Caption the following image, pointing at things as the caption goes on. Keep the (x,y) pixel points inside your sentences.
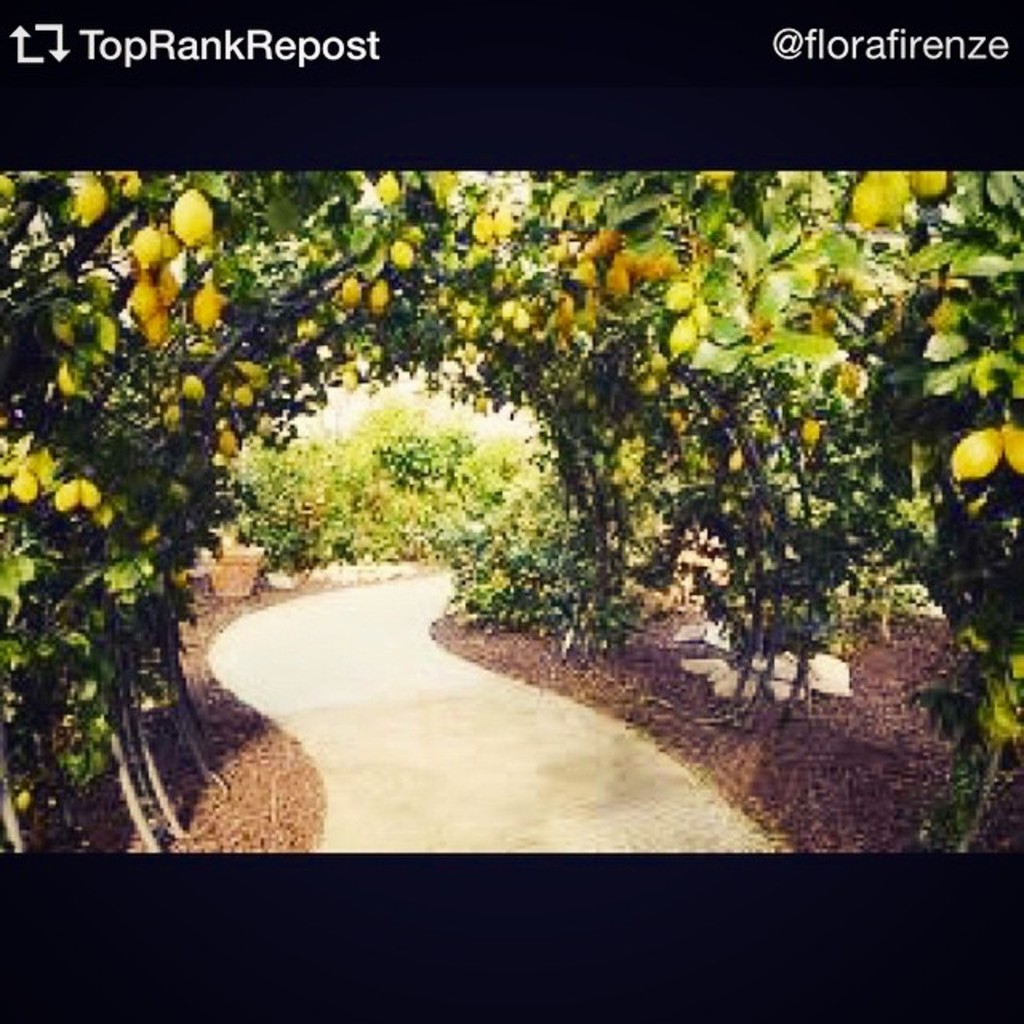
In the picture we can see a photograph with a pathway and on the either sides we can see some plants (144,560) with fruits (225,435) which are yellow in color.
